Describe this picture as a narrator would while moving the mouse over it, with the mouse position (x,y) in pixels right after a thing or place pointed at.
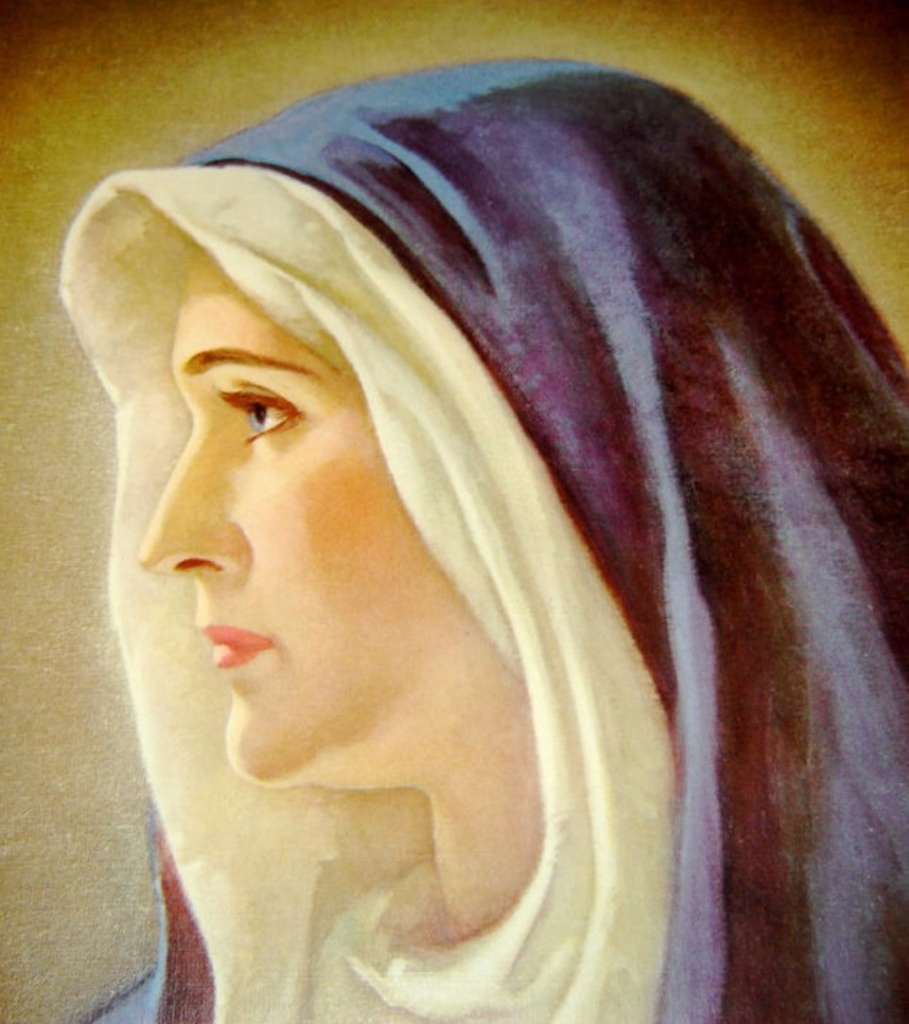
In this image we can see the painting (402,435) of a person (457,484).
